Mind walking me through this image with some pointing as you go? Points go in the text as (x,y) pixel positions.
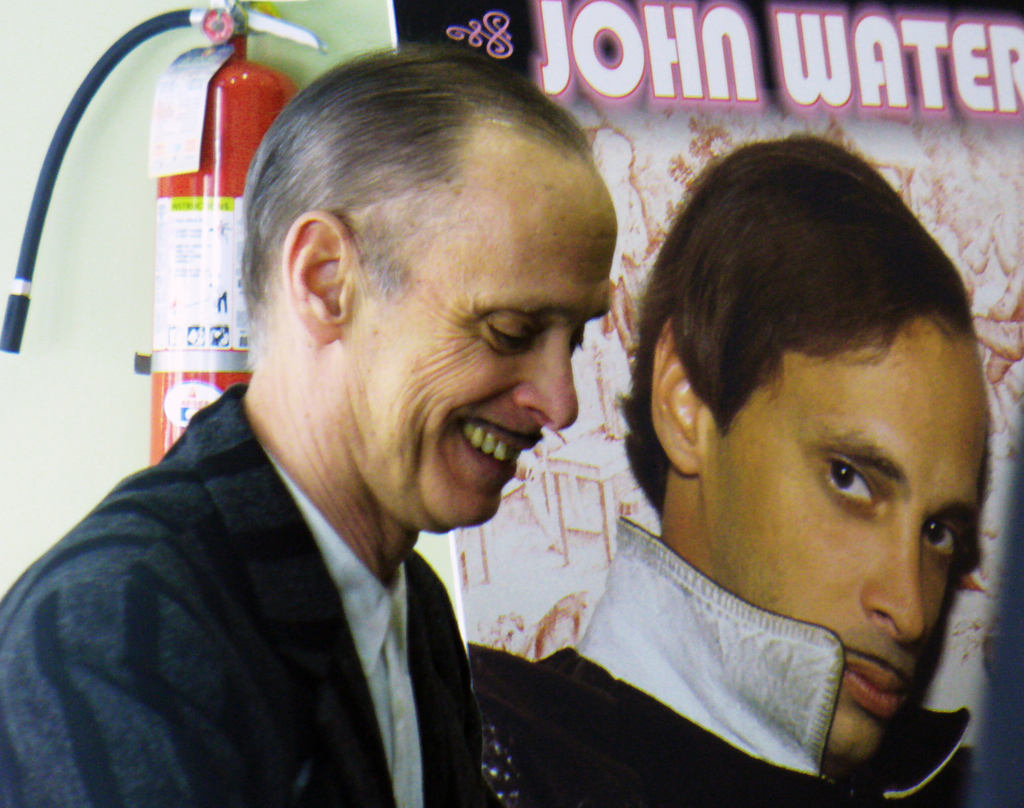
In this image there is a person (416,501) smiling, and in the background (236,313) there is a banner (739,675) and a fire extinguisher (211,312) to the wall (73,167).
